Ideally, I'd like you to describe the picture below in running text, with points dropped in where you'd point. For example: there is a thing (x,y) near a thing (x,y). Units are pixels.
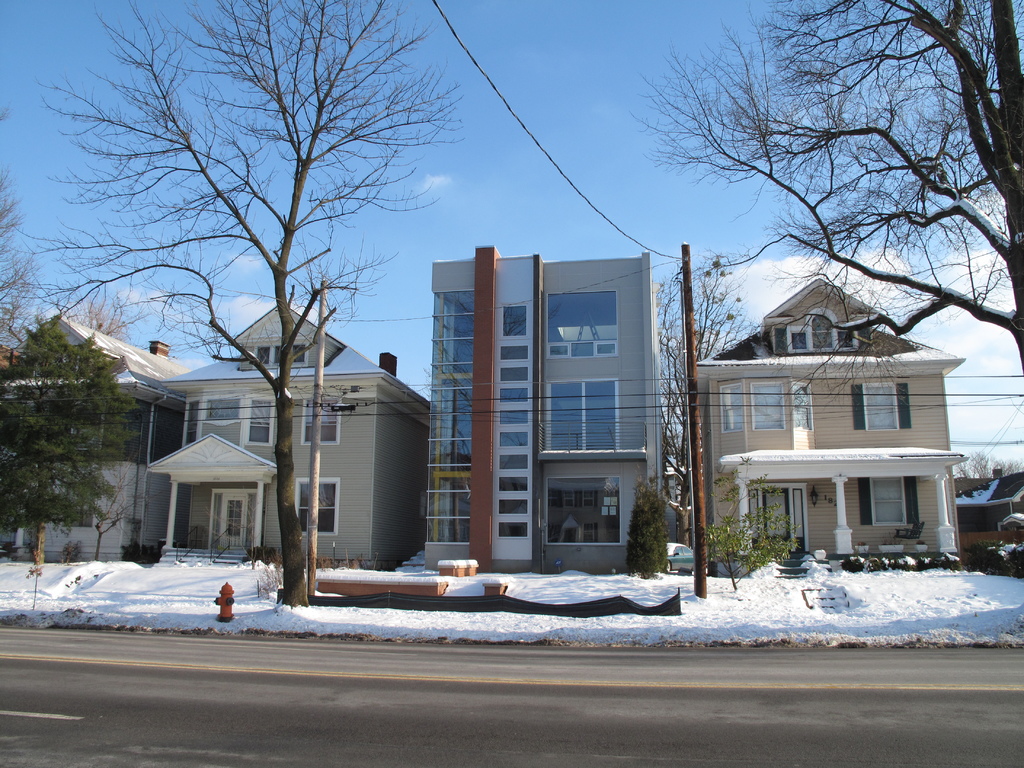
This is snow (239,603) and there is a hydrant (230,613). Here we can see trees (27,388), plants (778,519), poles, wires (988,395), and buildings (609,491). This is a road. In the background (983,371) there is sky (711,203) with clouds (955,418).
